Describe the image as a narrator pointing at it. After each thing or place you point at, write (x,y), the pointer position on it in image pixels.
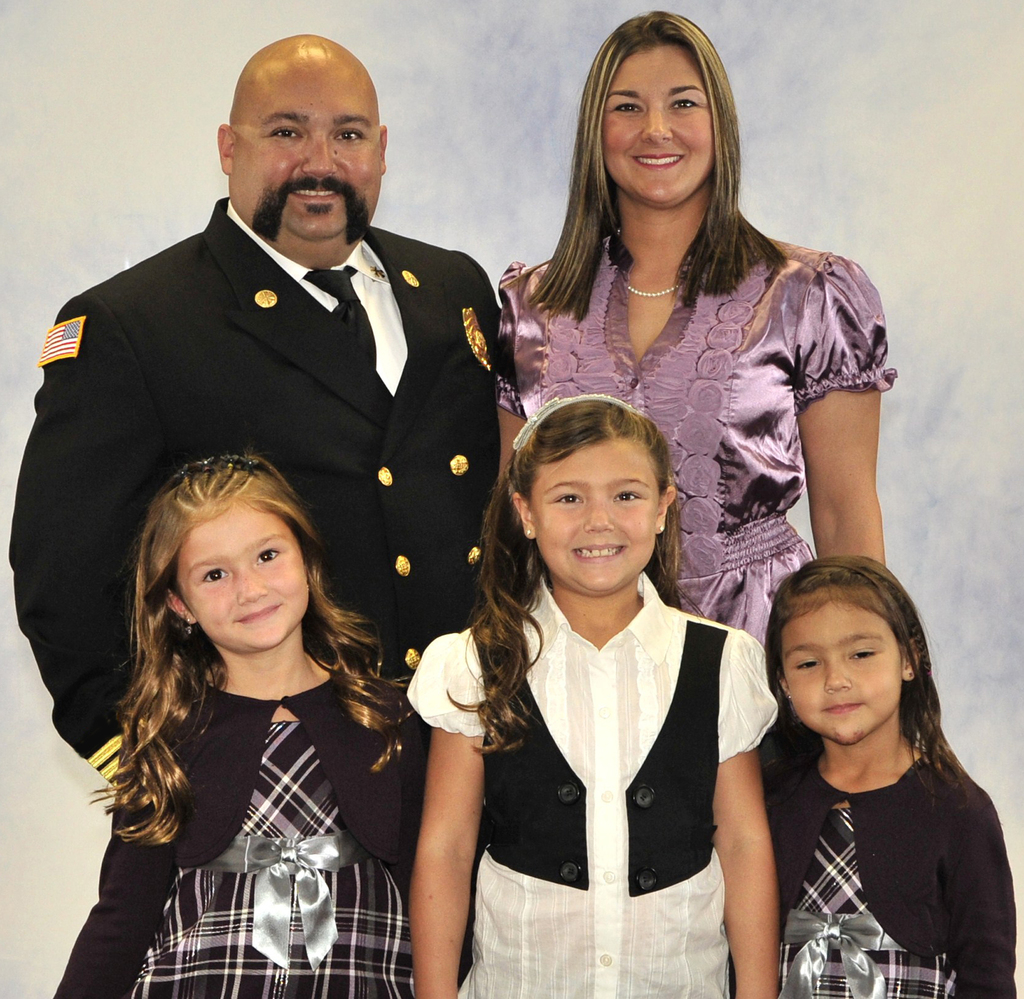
In the picture we can see a family picture of a man (108,340) and a woman (679,502) standing together and their three girl children (589,715) and they are smiling and man (109,684) is in black color blazer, tie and shirt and woman (733,460) is with purple dress (685,518).
